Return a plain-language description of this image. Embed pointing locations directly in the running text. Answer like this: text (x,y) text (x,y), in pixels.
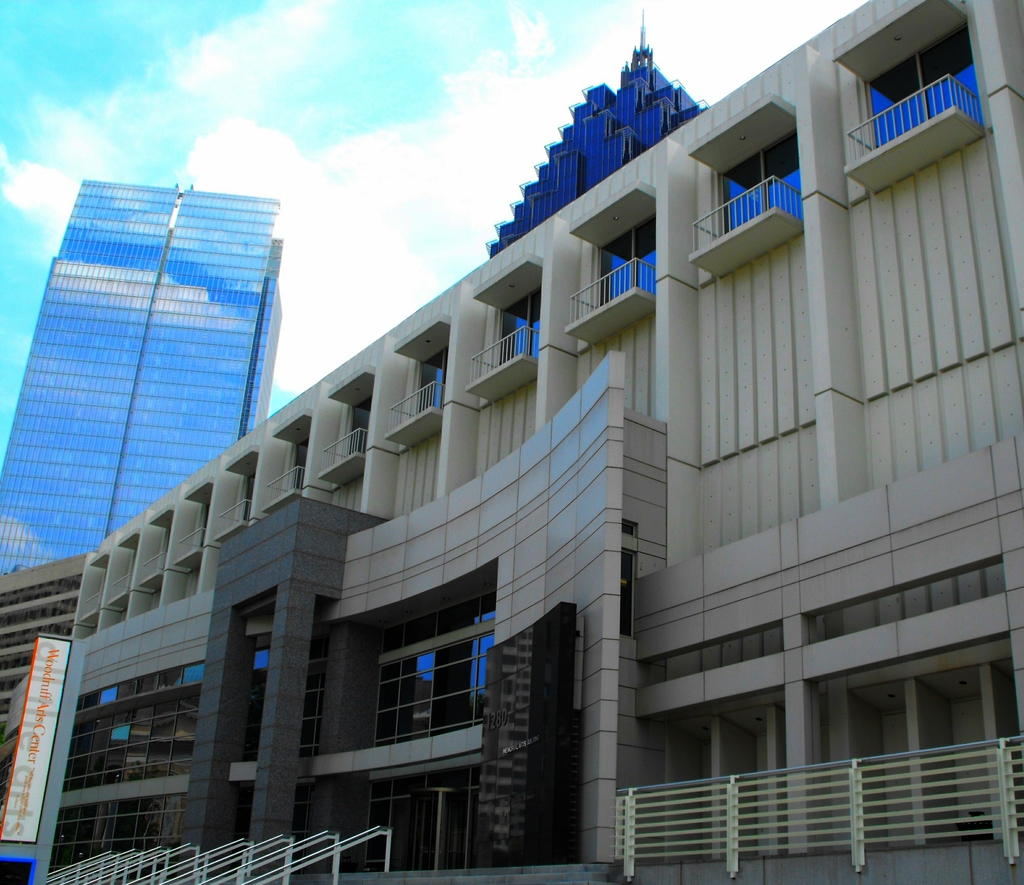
In the foreground of this image (724,815), there is a railing (684,830), building (287,662) and skyscrapers (597,174). On the top (389,61), there is the sky (278,70) and the cloud (250,61).
